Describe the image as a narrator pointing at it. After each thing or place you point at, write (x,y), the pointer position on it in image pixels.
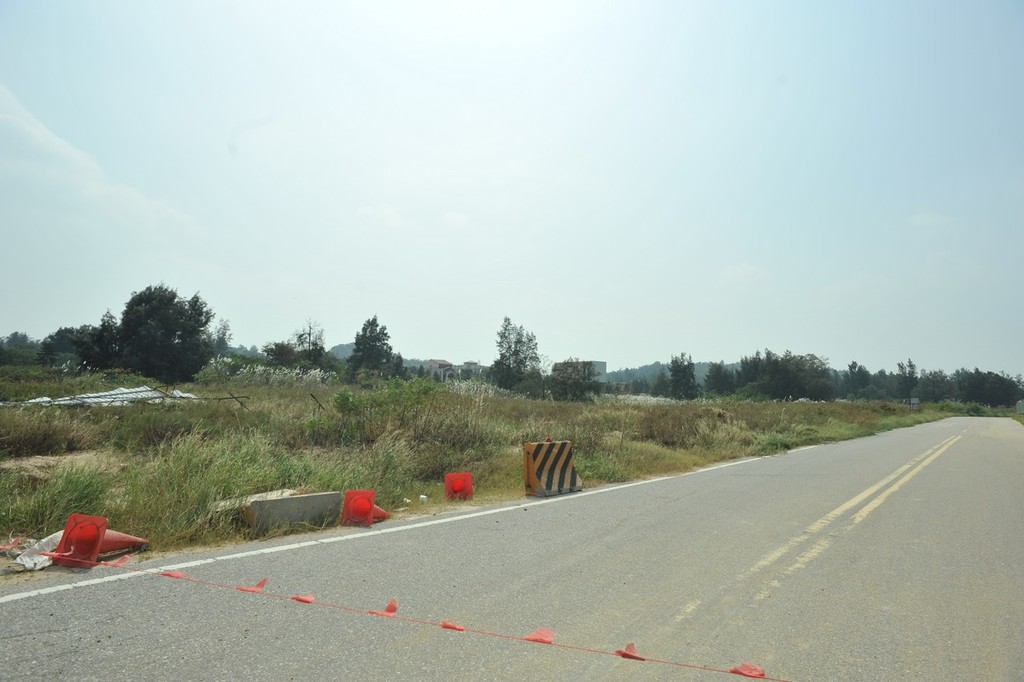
In the center of the image (438,405) we can see trees (532,383), plants (653,432), grass (788,431), rocks (296,508), divider cones (366,496), building (604,366) are present. At the top of the image (631,156) sky (689,196) is there. At the bottom of the image (720,584) road (611,594), some flags (545,638) are there.
